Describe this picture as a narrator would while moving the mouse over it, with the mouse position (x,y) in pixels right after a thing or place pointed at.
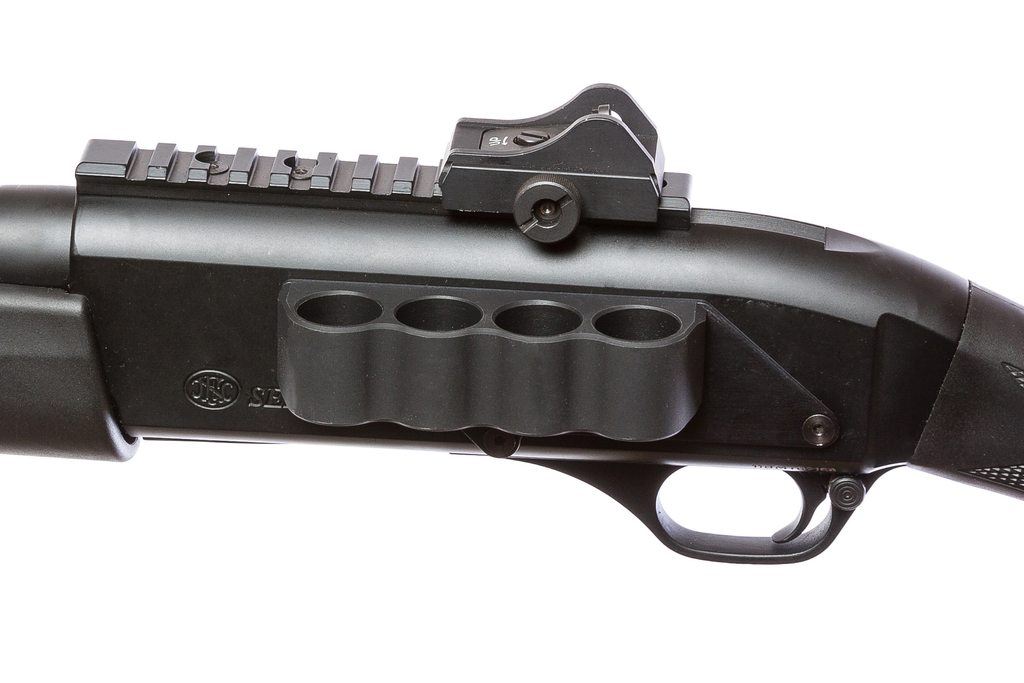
In this image I can see a gun (525,305). I can also see the background (942,111) is white in color.
